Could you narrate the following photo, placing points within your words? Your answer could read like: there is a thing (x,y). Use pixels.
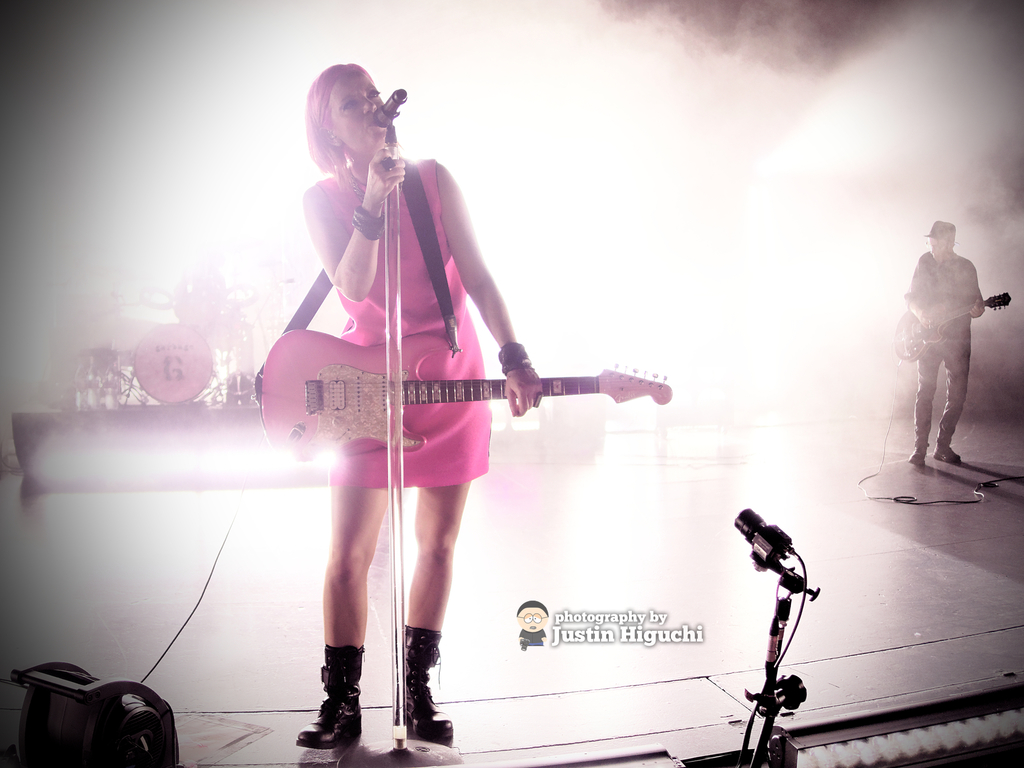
This picture shows a woman (368,134) standing and holding a microphone (377,119) and singing and we see a guitar (310,334) in her hand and we see other man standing on the side and playing guitar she wore a pink colour dress (466,471) and a black boots (331,682).
